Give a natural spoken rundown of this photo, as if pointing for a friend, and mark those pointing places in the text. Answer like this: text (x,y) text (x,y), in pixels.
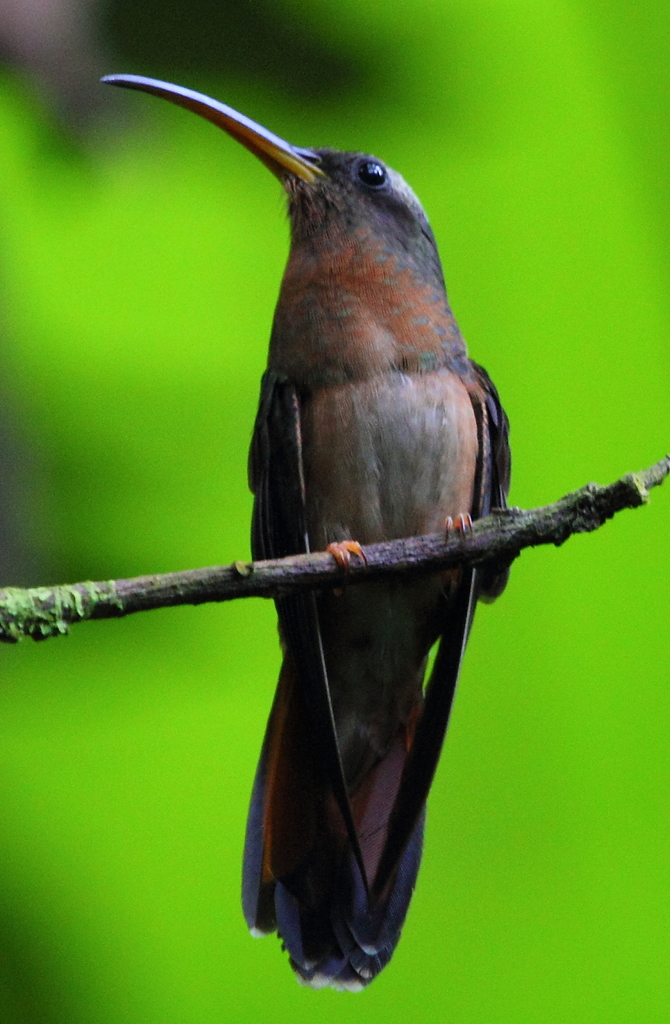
In this image we can see a bird (395,515) on the stem (47,594) and the background of the image (135,938) is in green color.
